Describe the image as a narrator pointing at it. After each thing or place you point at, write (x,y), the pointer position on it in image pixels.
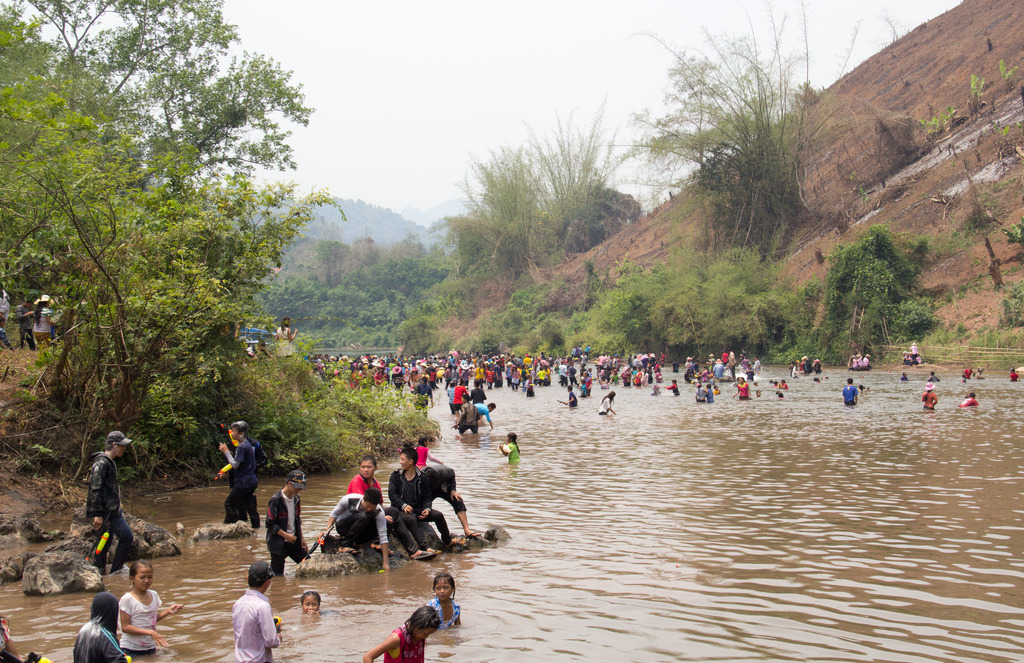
In this image we can see a group of people (400,375) in the water body (532,493). On the bottom of the image (465,538) we can see some people (442,530) sitting on stones (412,560). On the backside (423,125) we can see a group of trees (610,339) and hills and the sky (428,137) which looks cloudy.
